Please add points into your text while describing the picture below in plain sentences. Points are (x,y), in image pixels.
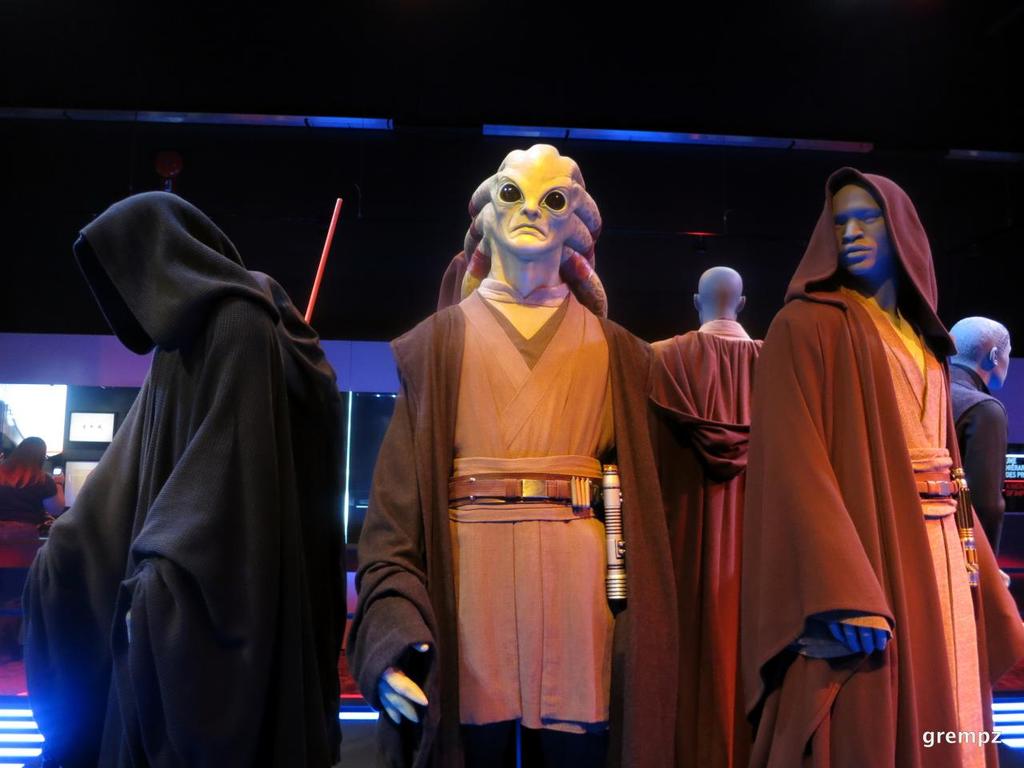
This is an image clicked in the dark. Here I can see few mannequins (261,489) which are dressed with different costumes (237,444). In the background (20,482) there is a person (12,537) and also I can see the wall (47,372). At the top of the image (281,101), I can see the dark (323,106).
